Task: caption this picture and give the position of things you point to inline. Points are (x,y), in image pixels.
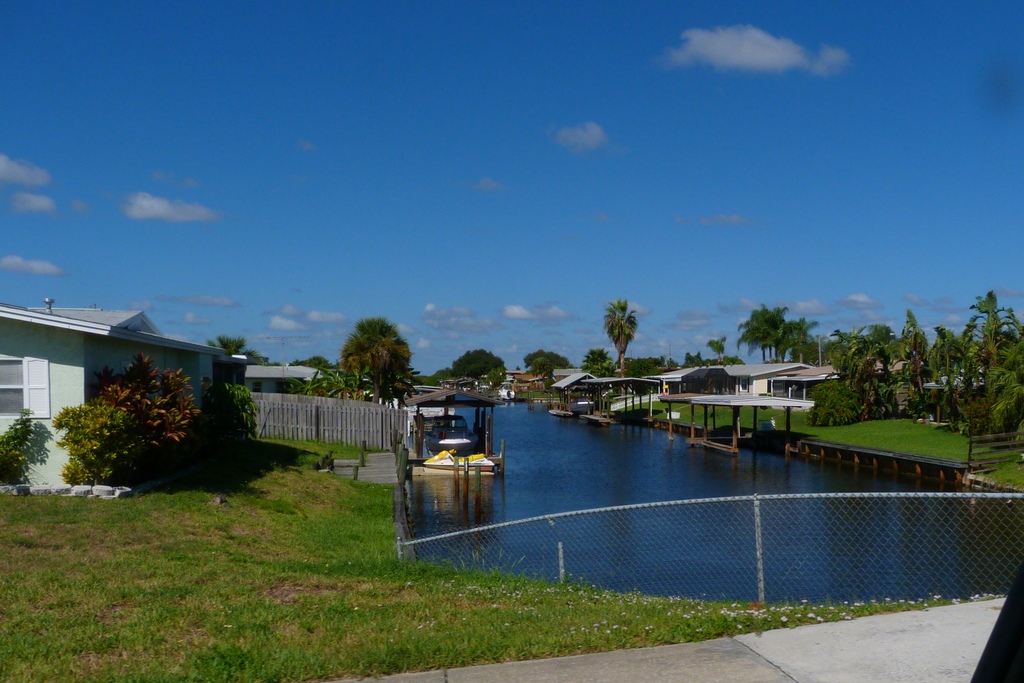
In this image I can see a fence (605,539) and water (579,491) in the center (594,452). There is grass (94,538), plants (224,387) and buildings (1,425) on the either sides. There is sky (153,9) at the top (497,207).
